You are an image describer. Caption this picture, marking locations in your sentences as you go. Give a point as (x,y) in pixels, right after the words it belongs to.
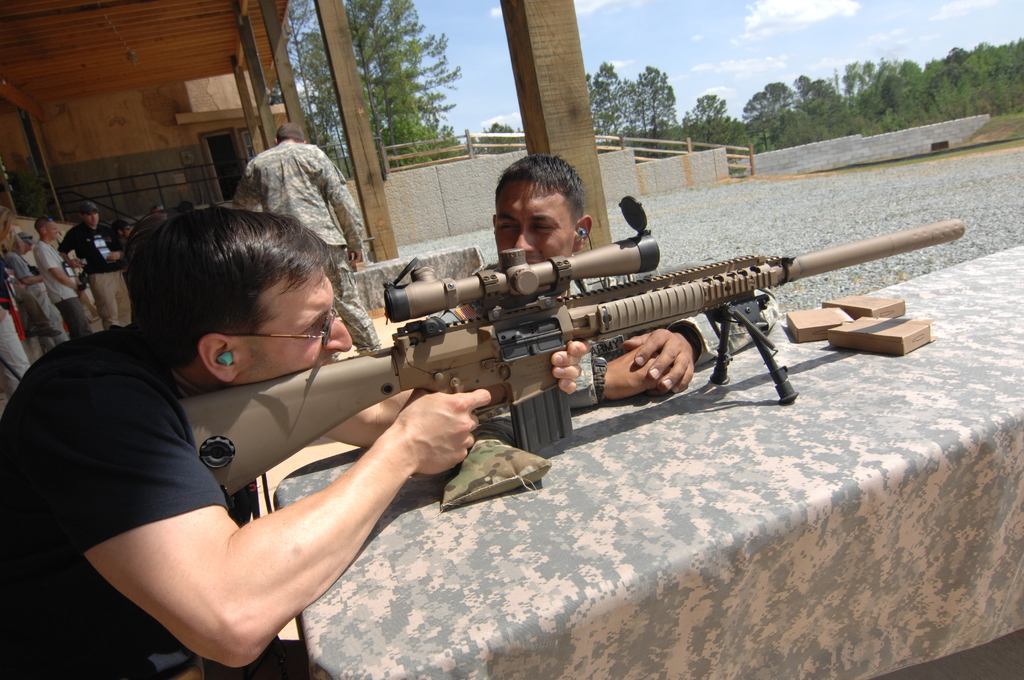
In the center of the image (426,368) there is a person (395,410) holding gun (782,384) and placed on the table (573,491). In the background (461,216) we can see persons (2,214), stairs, wall (724,175), fencing (483,152), pillars (518,58), trees (696,140), sky (463,41) and clouds (783,23).
